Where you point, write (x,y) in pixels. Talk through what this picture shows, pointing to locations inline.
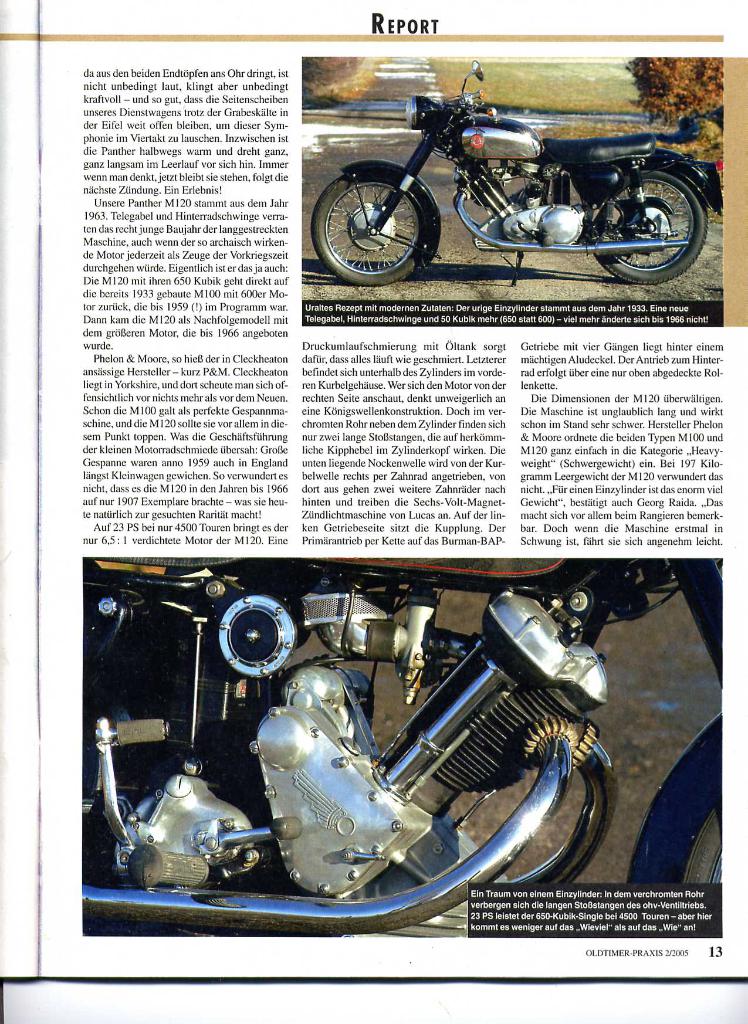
In this image I can see white colour paper (302,212) and on it I can see something is written. I can also see photos (422,243) of a motorcycle (388,223) and here I can see engine (340,641) of motorcycle (252,652).
